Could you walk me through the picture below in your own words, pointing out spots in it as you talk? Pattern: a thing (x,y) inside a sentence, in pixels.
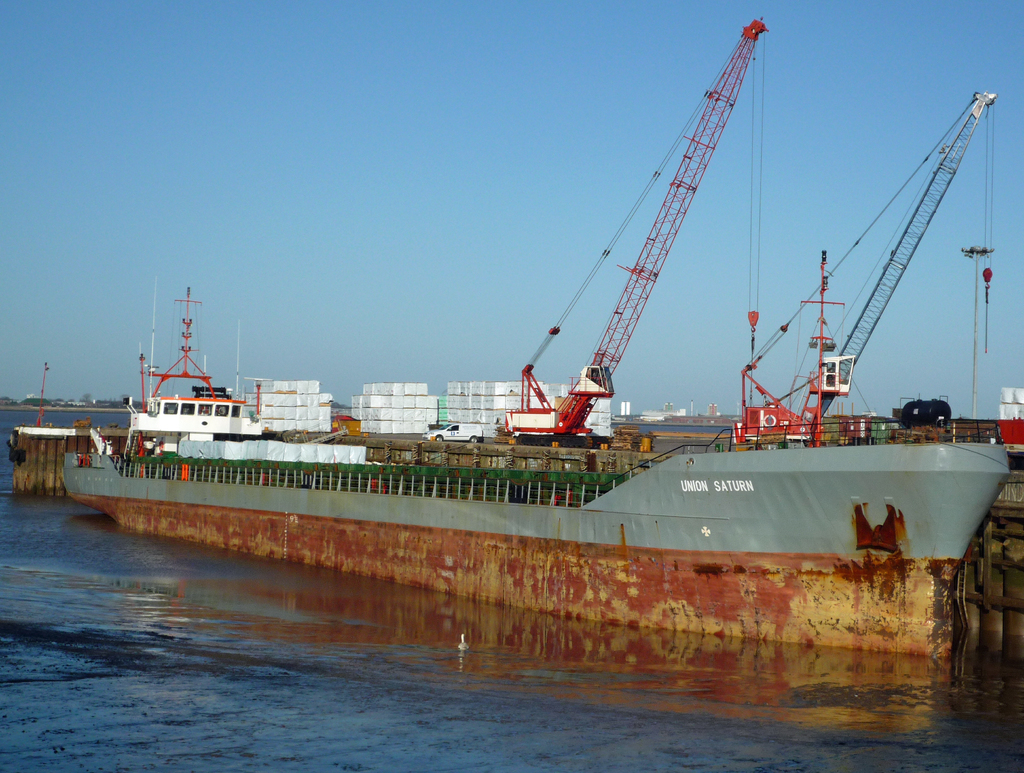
In this picture we can see a ship (893,594) on water (318,730), vehicles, cranes (743,409) and in the background (435,214) we can see the sky (579,314).
